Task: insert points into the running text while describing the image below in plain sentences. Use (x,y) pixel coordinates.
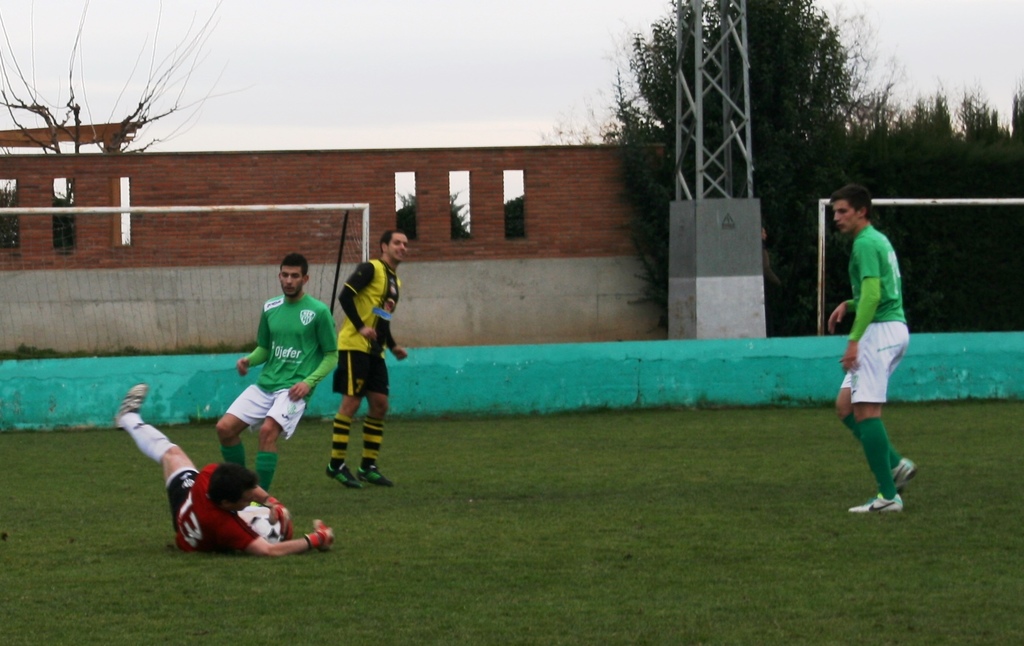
On the left (239,419) there is a man (286,427) who is wearing green t-shirt (312,370), short (288,391) and shoe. Beside him we can see a man (175,517) who is wearing the red t-shirt (219,523), gloves (282,512), short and shoe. He is lying on the ground (242,573) and holding football (277,529). Beside this man (366,285) who is wearing a yellow t-shirt (381,296) we can see a football net (348,245). On the right (889,285) there is another man (876,336) who is standing on the ground (821,552). In the background (595,215) we can see the brick wall (507,241), electric pole (701,219) and trees (815,104). In the top (492,65) we can see sky (428,3) and clouds (436,53).
